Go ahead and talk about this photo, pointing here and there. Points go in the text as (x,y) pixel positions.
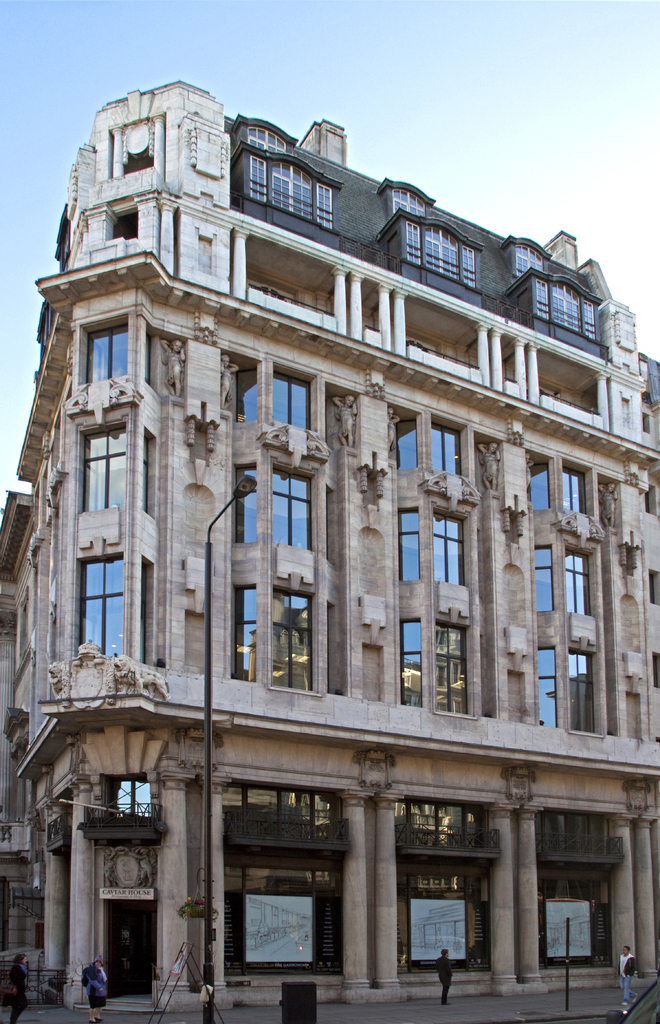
In this image in the front (203,972) there are persons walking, there are poles (213,971) and in the background (233,552) there is a building (237,454) and the sky (532,156) is clear.
